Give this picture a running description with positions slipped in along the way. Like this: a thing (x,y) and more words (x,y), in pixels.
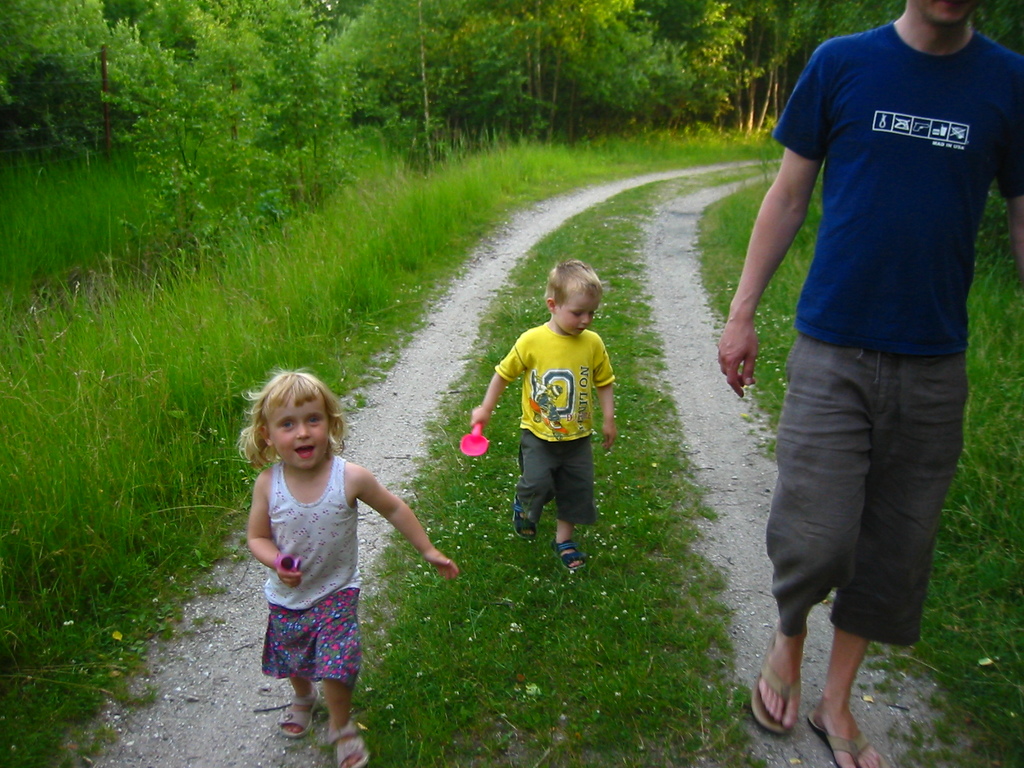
In this image I can see a man (853,254) and two children (356,503) are walking on a path (699,471). On the right (994,597) and left sides of the image I can see the grass (989,399). In the background (222,34) there are many trees (419,34). The man (883,172) is wearing a blue color t-shirt (896,300) and short (805,528). The boy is also wearing a t-shirt (577,376) and shorts (555,485).
